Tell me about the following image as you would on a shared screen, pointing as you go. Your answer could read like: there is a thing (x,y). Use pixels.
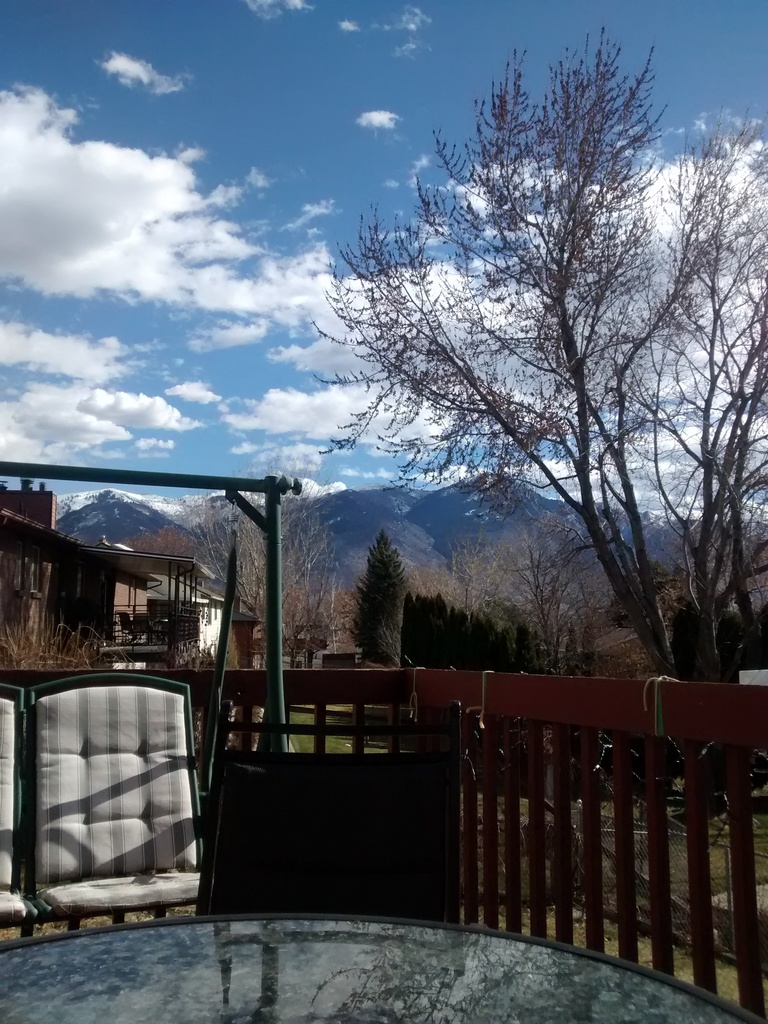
In this picture I can see buildings (42,514), trees (456,577), hill (412,517) and a blue cloudy sky (346,209) and I can see a glass table (65,1006) and a chair swing cradle (108,743) and I can see wooden fence (230,683).
